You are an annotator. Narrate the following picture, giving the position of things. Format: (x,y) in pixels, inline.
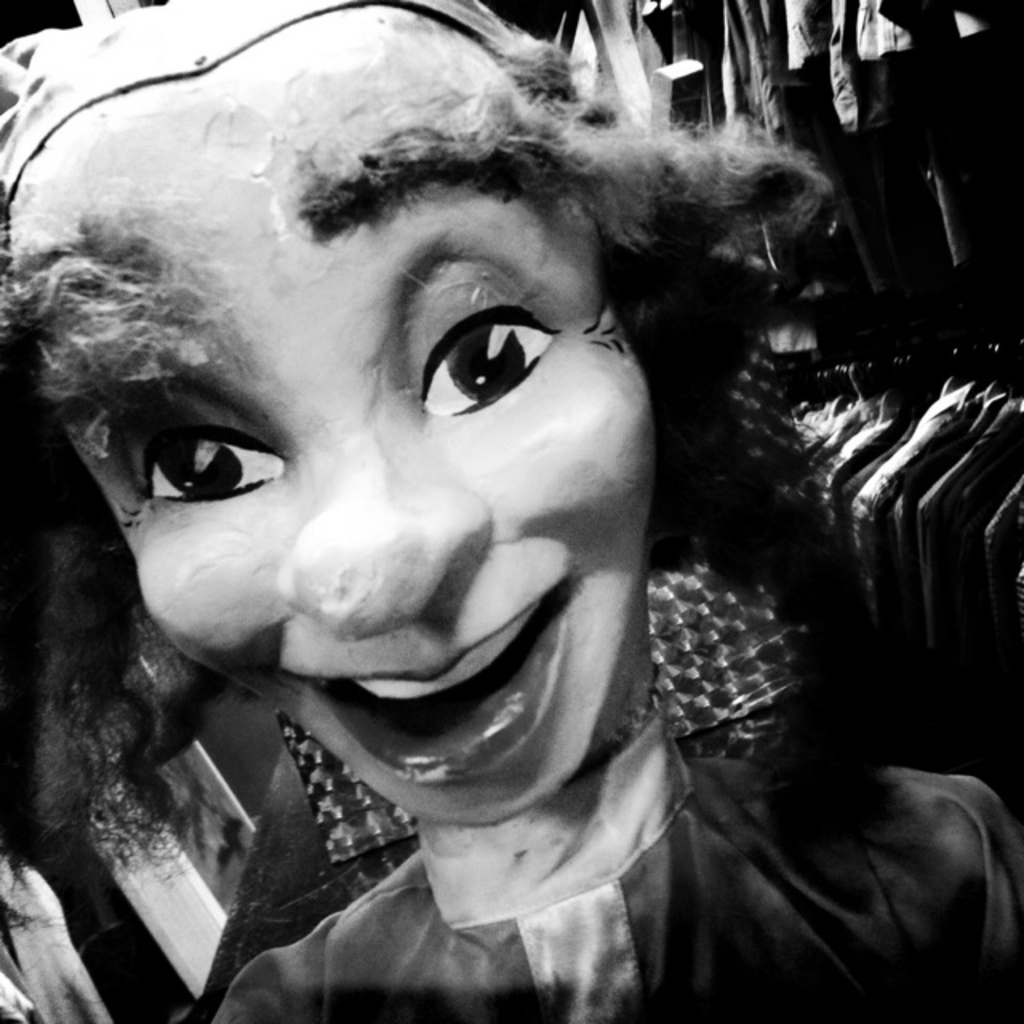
In this image I can see a doll (654,723), background (908,573) I can see few clothes (908,593) and the image is in black and white.
